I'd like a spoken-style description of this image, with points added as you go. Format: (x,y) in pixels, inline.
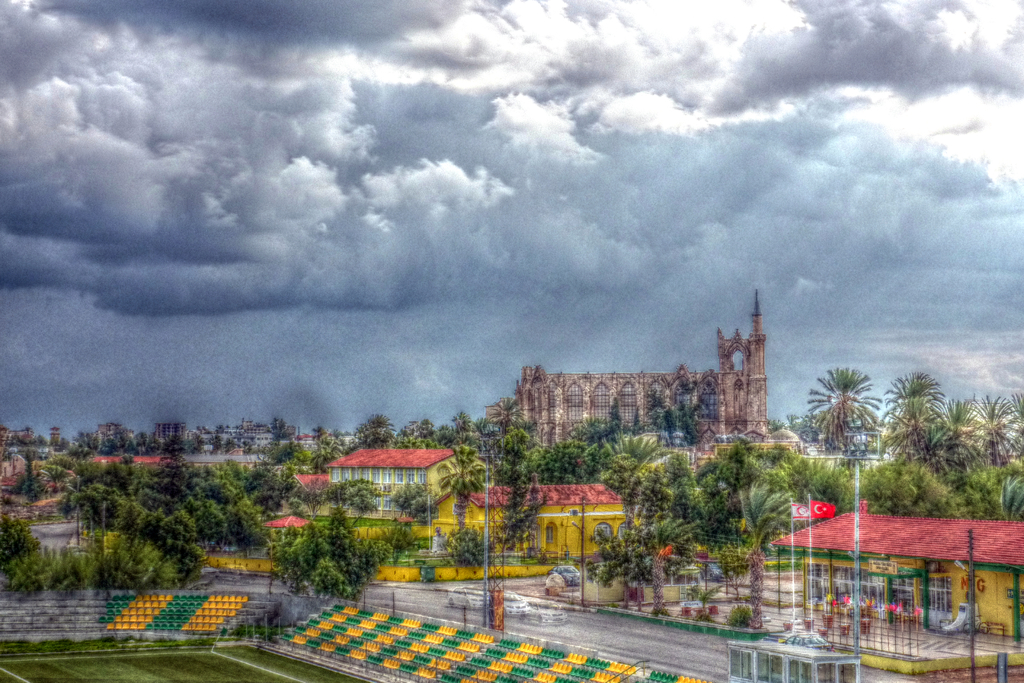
In this image we can see houses (836,576), buildings (471,527), trees (825,491), poles (857,522), flags (822,503), vehicles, road (708,653), chairs (549,675), grass (225,651), plants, and few objects (852,680). In the background (986,394) there is sky (977,137) with clouds (890,331).
